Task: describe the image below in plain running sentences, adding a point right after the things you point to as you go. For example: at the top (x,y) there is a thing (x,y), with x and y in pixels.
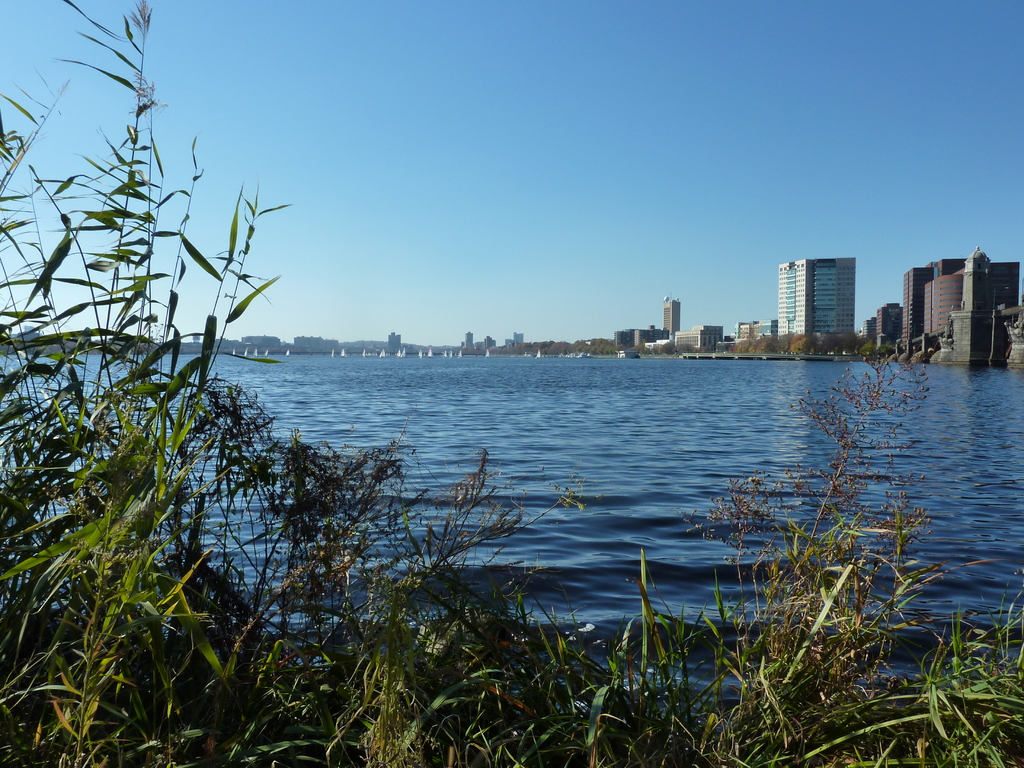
In this image we can see the water (459,416) and there are some plants (265,721) at the bottom of the image (849,685). We can see some buildings (819,302) and trees (645,349) in the background (834,312) and at the top (215,132) we can see the sky (610,110).
